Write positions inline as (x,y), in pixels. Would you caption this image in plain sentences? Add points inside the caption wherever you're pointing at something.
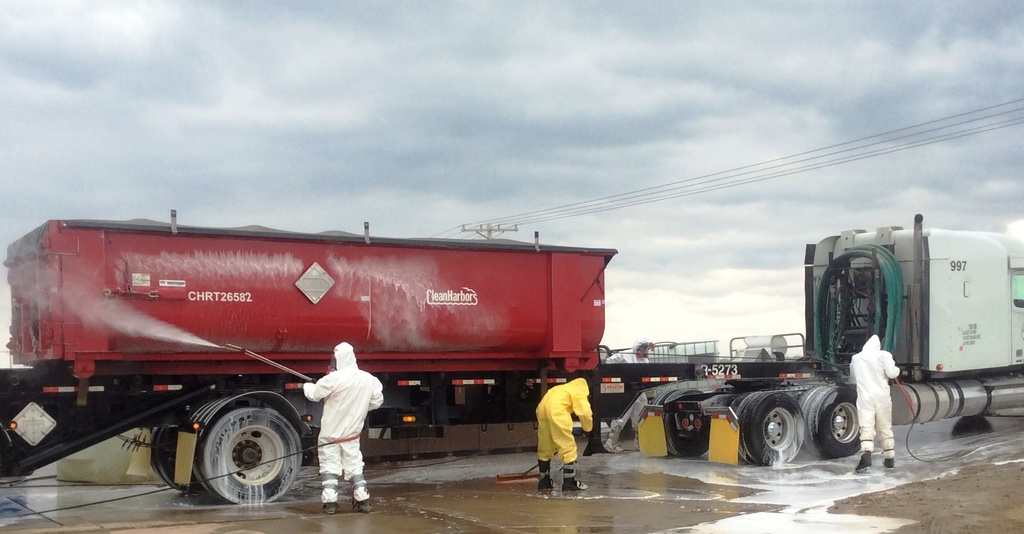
In this picture there is a man (351,419) who is wearing a white dress (347,403) and shoes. He is holding a water pipe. In front of him I can see the red color trucks (280,371). Beside him there is another man (571,413) who is wearing yellow dress (540,453) and shoes (550,490). On the right (891,377) there is another man (891,377) who is wearing standing near to the wheels (769,436). In the back (540,211) I can see the fencing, poles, street pole (510,230), electric wires (525,217) and other objects (824,270). At the top (526,49) I can see the sky (305,25) and clouds (322,28).
